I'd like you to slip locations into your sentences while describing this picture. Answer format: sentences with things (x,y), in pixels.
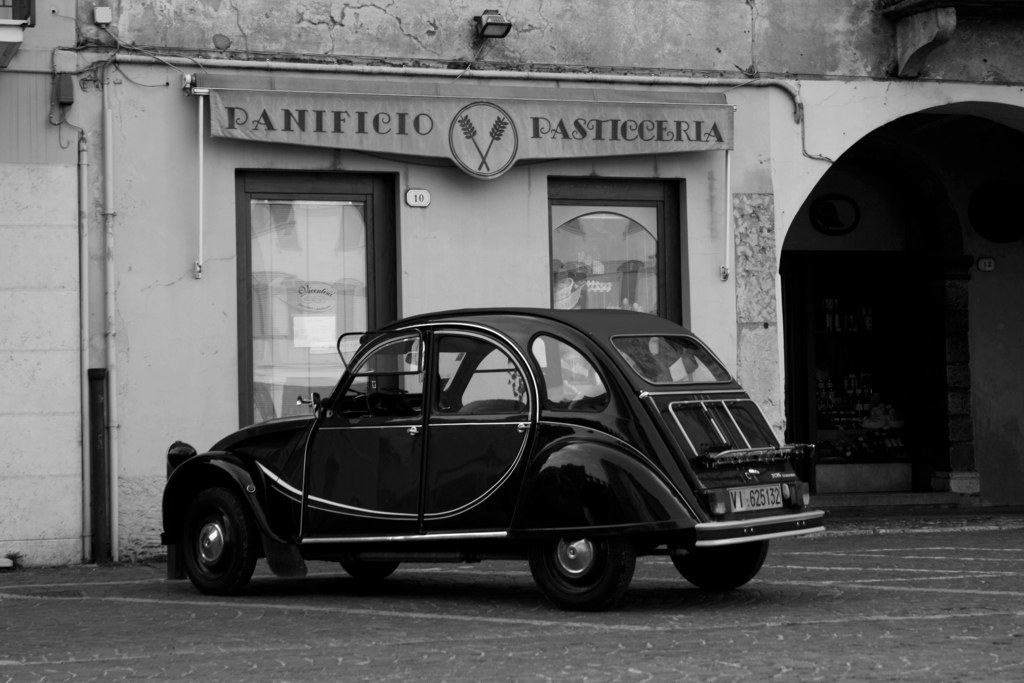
In this image we can see a car (491,478) on the surface (408,572). Behind the car (377,549) we can see a wall (194,326) of a building (462,171). On the wall (659,175) we can see glass doors (640,224) and some text (564,124). At the top (502,38) we can see a light (486,33). On the left side (150,58), we can see pipes (84,184) and wires (74,48).
